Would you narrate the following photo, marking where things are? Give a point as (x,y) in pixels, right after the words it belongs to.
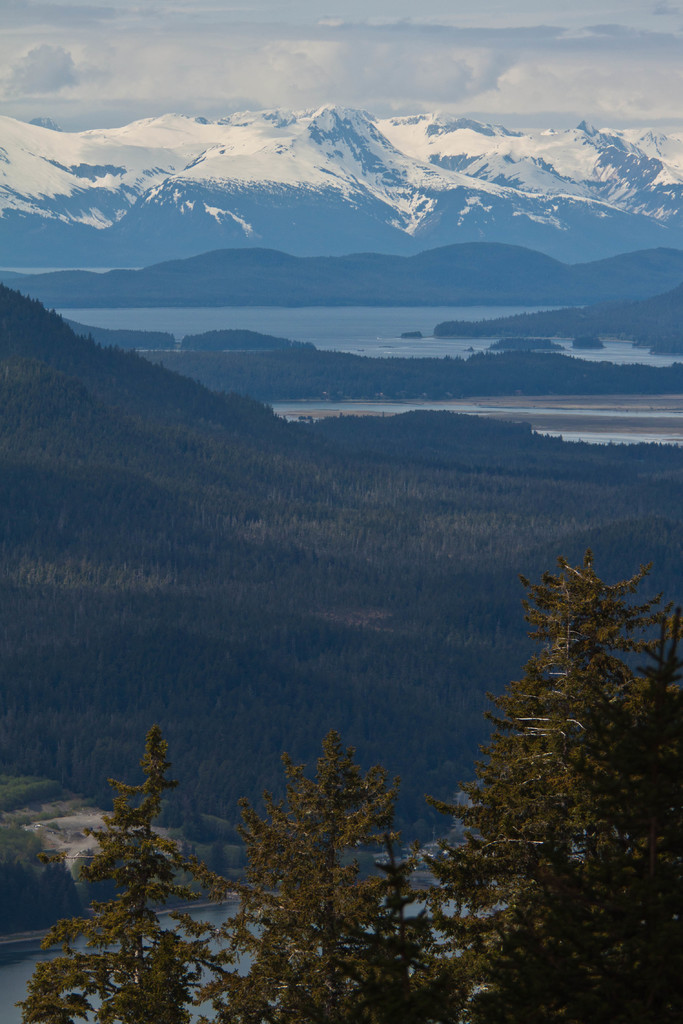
In the image there are many mountains (375,170) covered with snow (346,189) and there is a sea (307,323) in front of those mountains (343,215) and there are some trees (319,869) and behind the trees (153,870) there is a hill (111,679) covered with some plants (81,554).
